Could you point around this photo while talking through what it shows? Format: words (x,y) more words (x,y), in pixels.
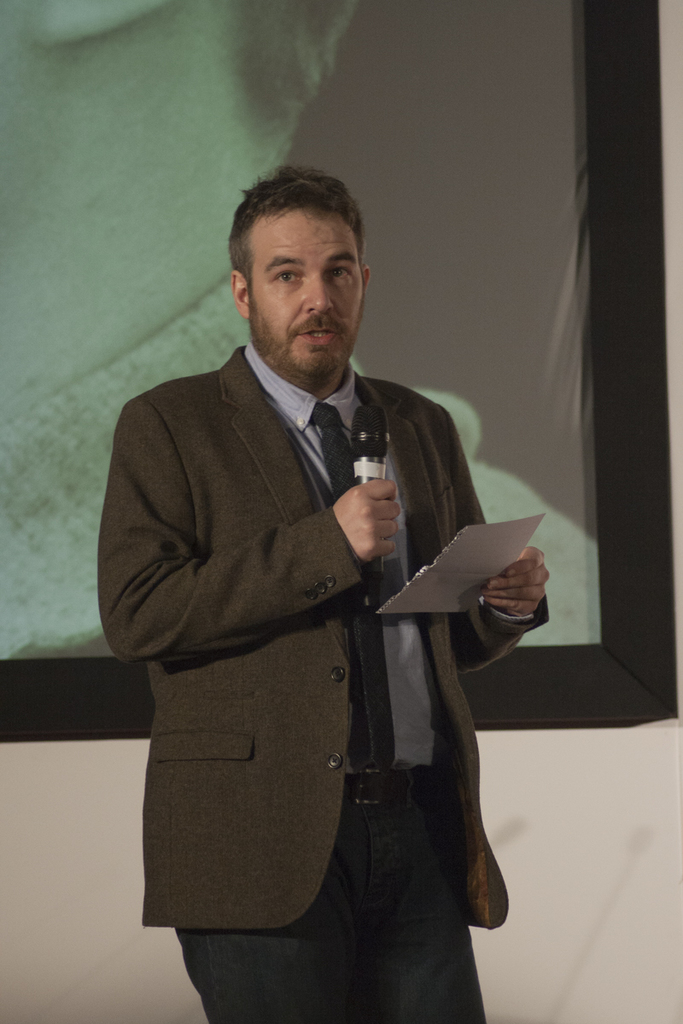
In this image, In the middle (253,622) there is a man (327,576) he wear suit (240,509), shirt (290,420), trouser (430,912) and tie (363,729) he hold a paper (413,590) and mic (374,464), he is speaking. In the background (509,219) there is a screen (282,129).
